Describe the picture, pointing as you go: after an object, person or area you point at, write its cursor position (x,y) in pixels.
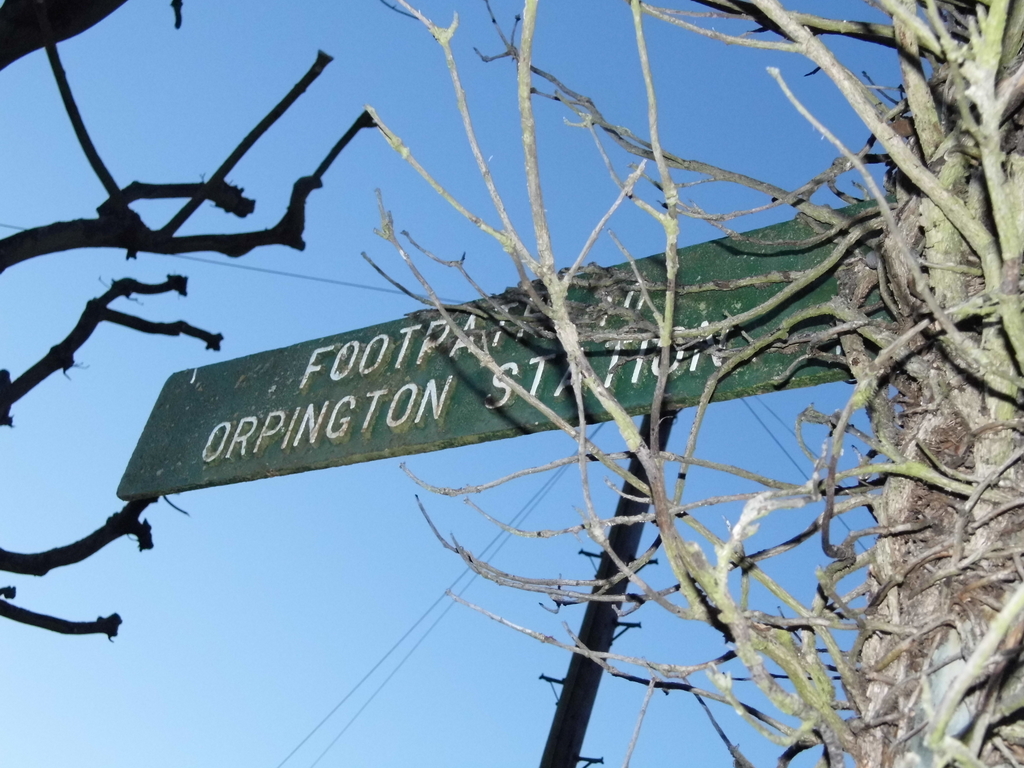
Here in this picture we can see a street board (810,298) present on a pole (562,704) and we can also see branches (83,233) of tree (798,673) present and we can see some wires (535,492) hanging over there and we can see the sky (355,299) is clear.
